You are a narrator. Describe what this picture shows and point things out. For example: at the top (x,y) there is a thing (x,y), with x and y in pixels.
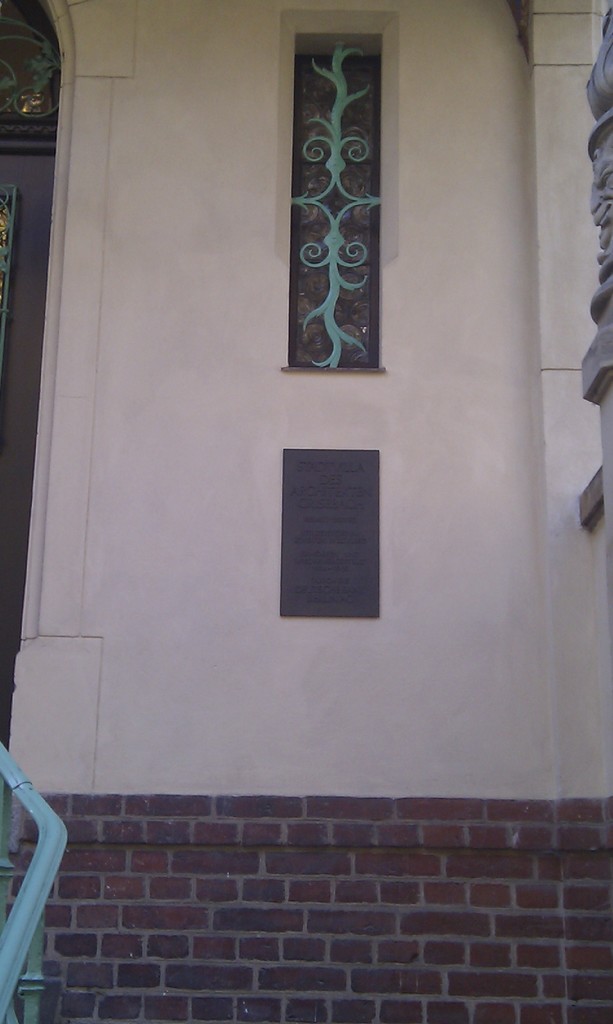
It is a wall (177,767) and there is a window (310,250) fixed to the wall (271,346) and in the left side (31,247) there is door (28,474).
